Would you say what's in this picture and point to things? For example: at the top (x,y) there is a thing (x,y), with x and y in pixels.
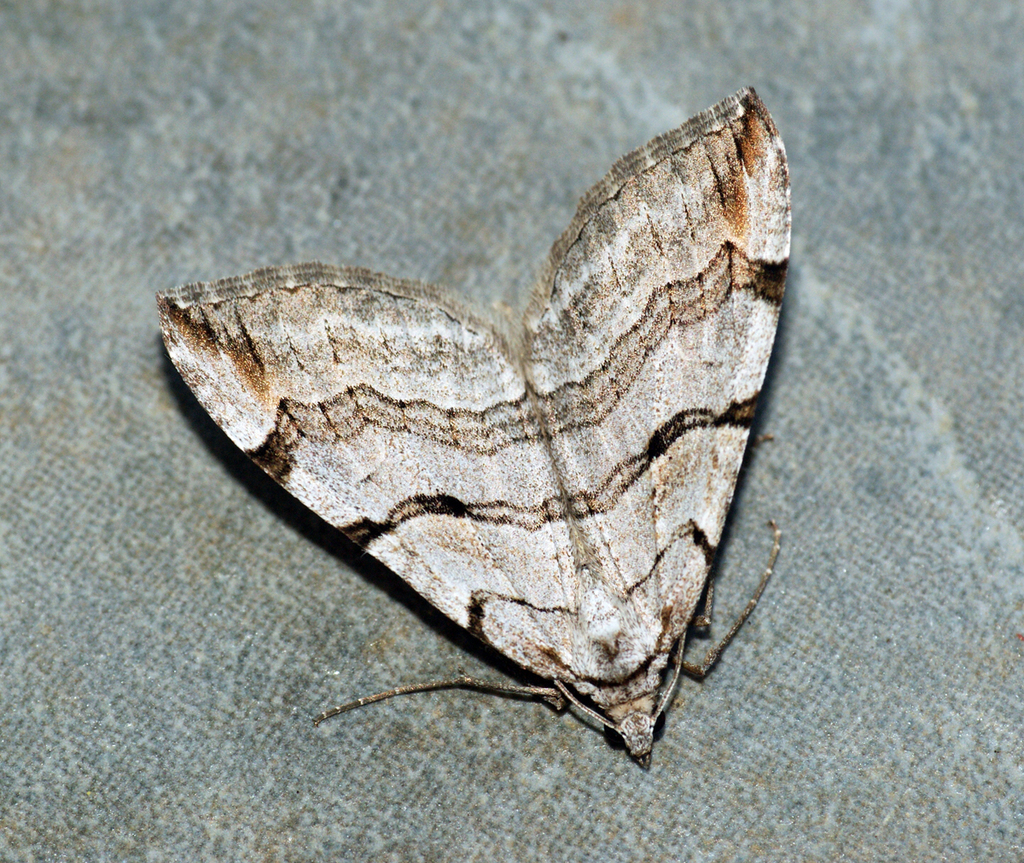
In this picture we can see a moth (631,621) in the middle (488,553), it looks like floor (861,678) at the bottom (900,645).
